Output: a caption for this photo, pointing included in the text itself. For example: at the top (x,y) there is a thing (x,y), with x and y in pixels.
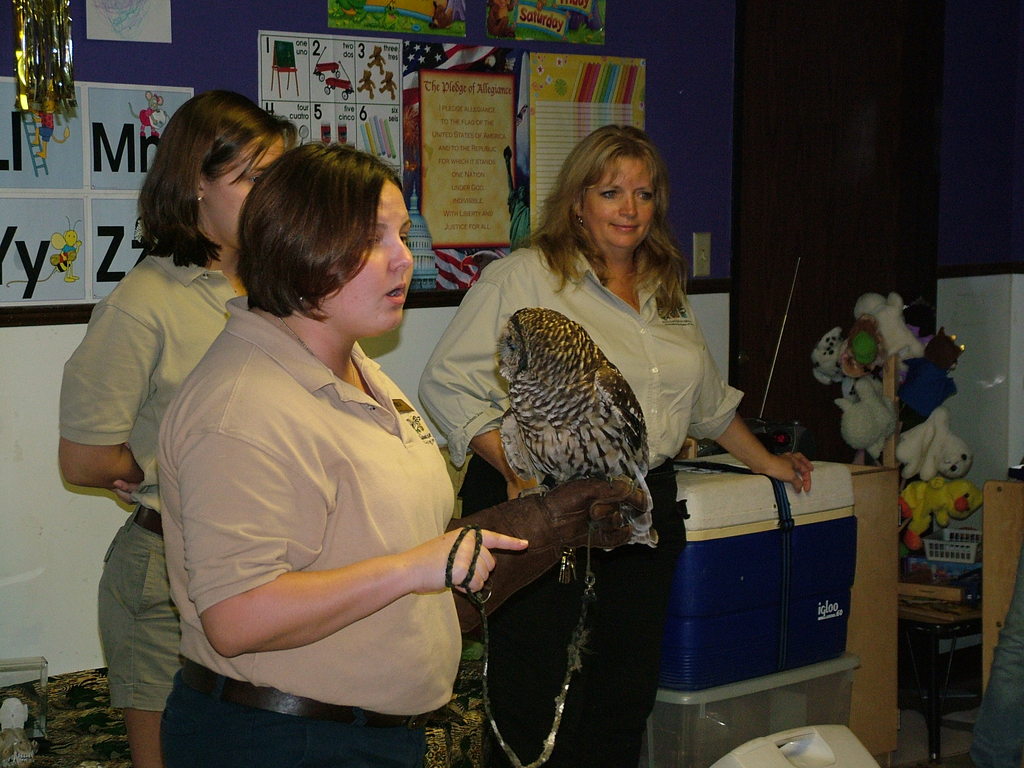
The picture is taken in a classroom (334,229). In this picture there are women (387,494), an owl (551,324), boxes (837,526), toys (915,494), tables (960,600) and other objects (57,43). In the background (373,34) there is a notice board (488,44), on the board (152,42) there are posters (272,75).
